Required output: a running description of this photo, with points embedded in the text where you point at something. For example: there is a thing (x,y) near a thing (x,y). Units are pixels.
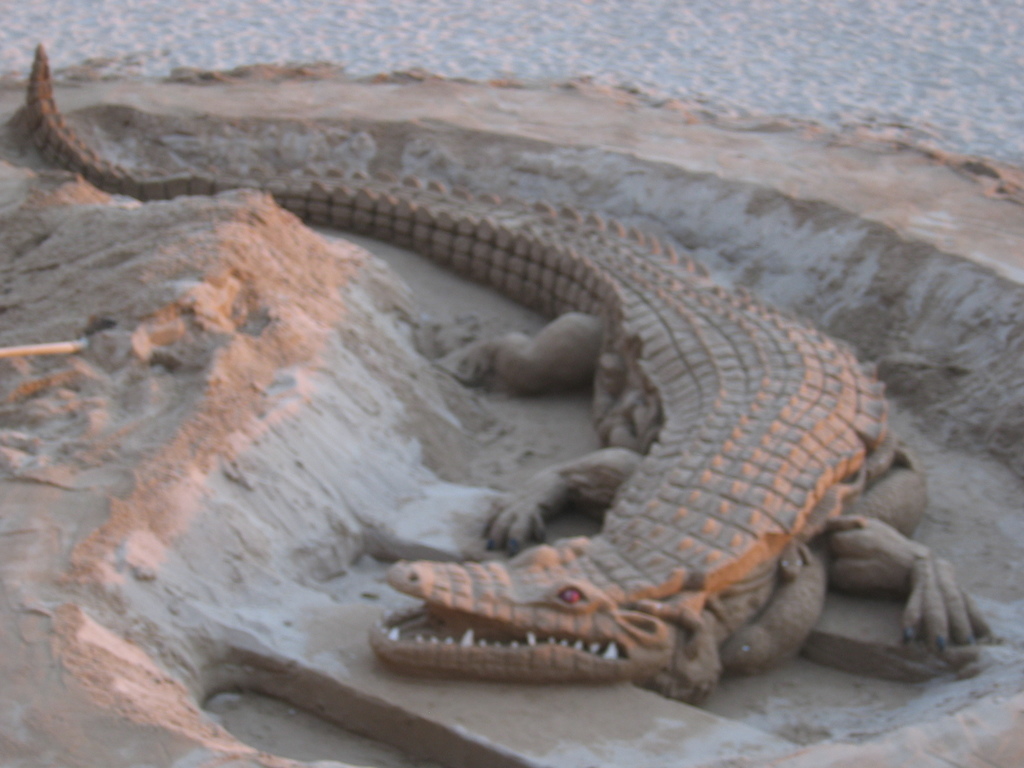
In this image in the center (613,317) there is a crocodile (619,385), and at the bottom (140,549) there is sand (359,597) and in the background (629,55) also there is sand (654,118).
